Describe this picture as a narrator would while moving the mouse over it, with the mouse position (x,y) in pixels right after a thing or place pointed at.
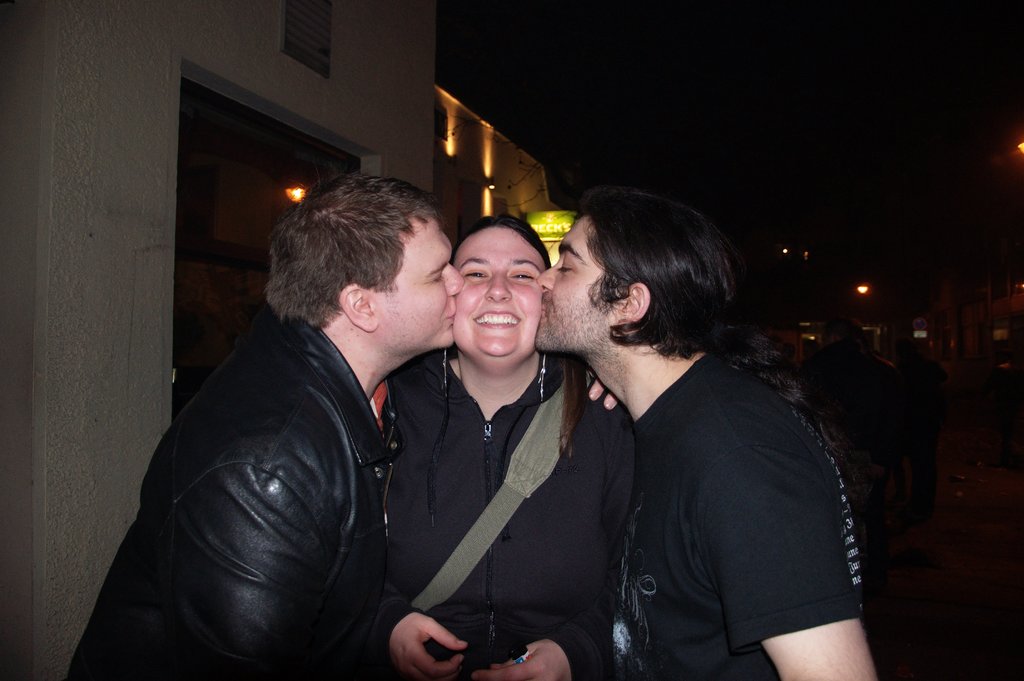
In this image, in the middle (519,413), there are two persons (211,549) kissing a woman (562,408) standing in the middle (534,412), she is carrying a bag (515,509) which is in gray color, in the background (265,185) there is a white color wall (77,308) and there is a black color door (215,180).
